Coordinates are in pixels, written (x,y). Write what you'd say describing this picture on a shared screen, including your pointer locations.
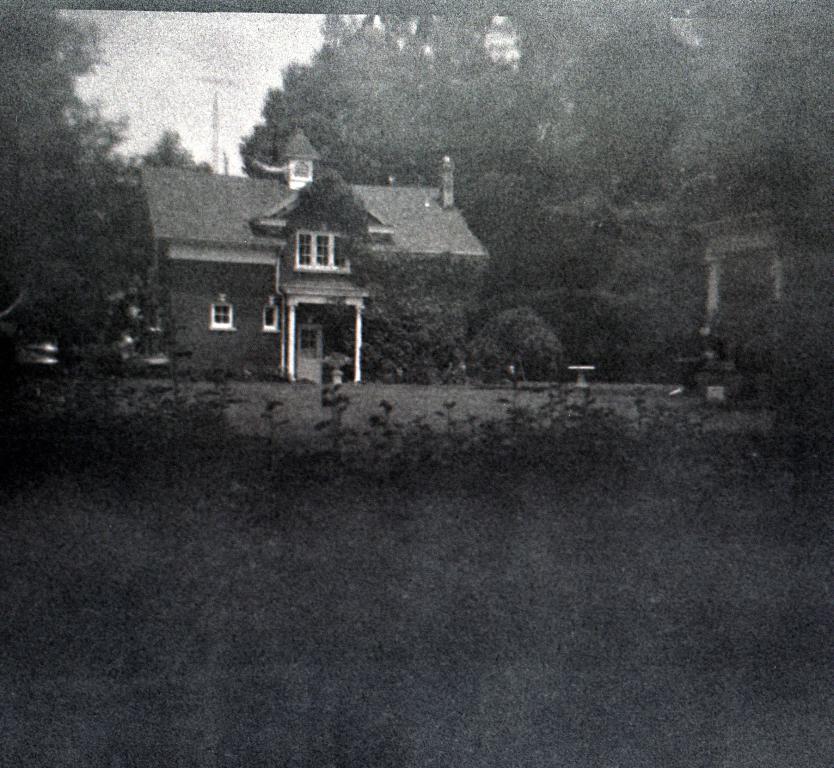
In this picture I can see a house (343,253) and few trees (57,292) and plants (395,261) and I can see sky (204,121).
